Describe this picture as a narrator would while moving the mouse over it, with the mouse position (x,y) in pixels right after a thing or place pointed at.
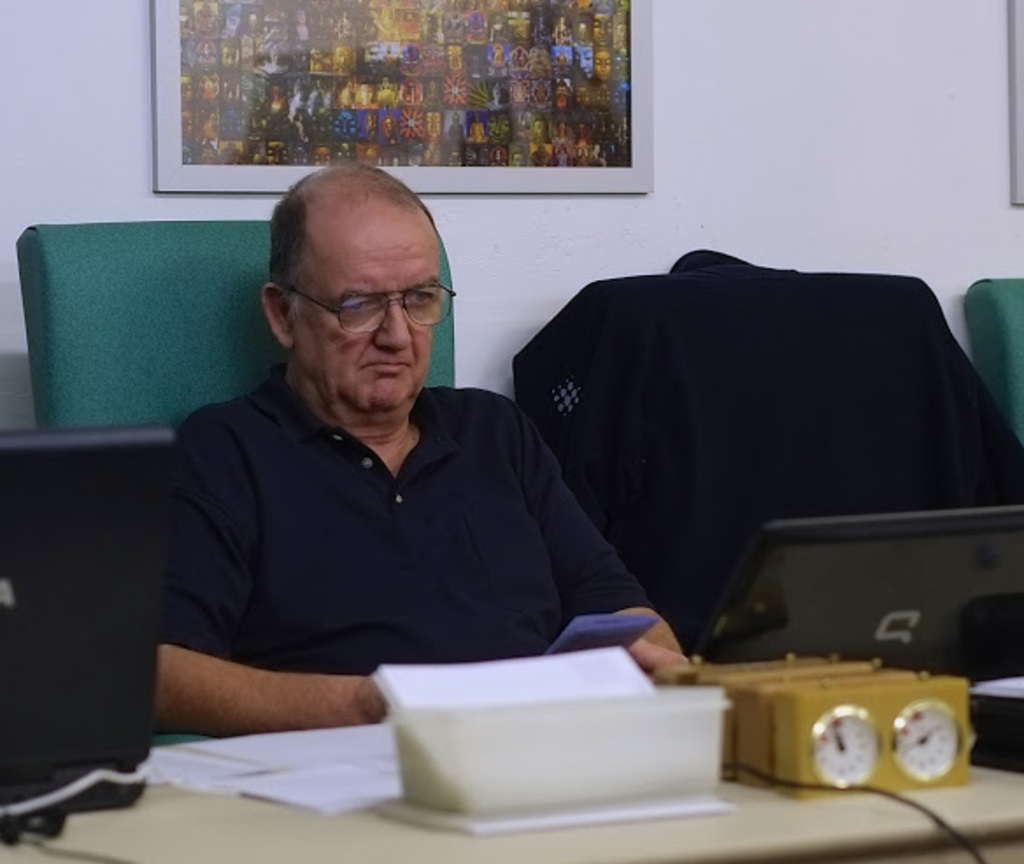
In this picture there is a man (378,568) sitting on chair (210,379) besides a table (473,837). On the table (460,843) there is a laptop (923,568) in the right (901,590) and another laptop (64,718) towards the left (49,714). There are some papers (186,761) on the table (153,808). In the background (291,78) there is a wall (142,152) and a frame (250,192) attached to it.
